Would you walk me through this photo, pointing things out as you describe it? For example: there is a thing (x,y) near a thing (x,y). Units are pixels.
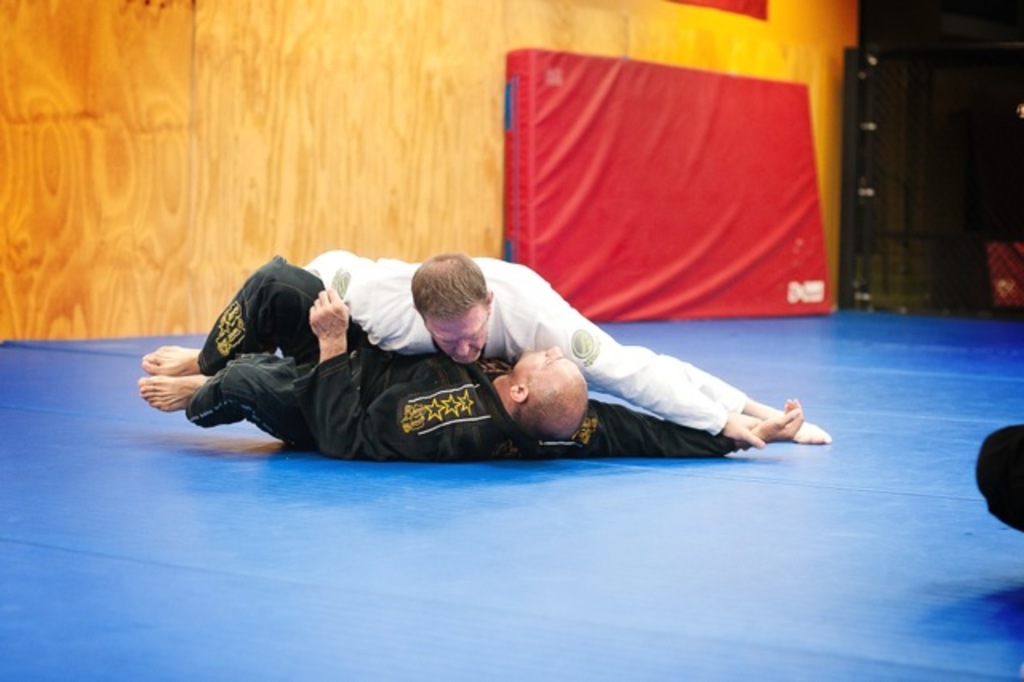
In the center of the image (464,305) there are two people (501,309) one above the other. At the bottom of the image (361,535) there is a blue color carpet (442,573). In the background of the image (350,54) there is a wooden wall (311,56). There is a red color mat (585,132).
